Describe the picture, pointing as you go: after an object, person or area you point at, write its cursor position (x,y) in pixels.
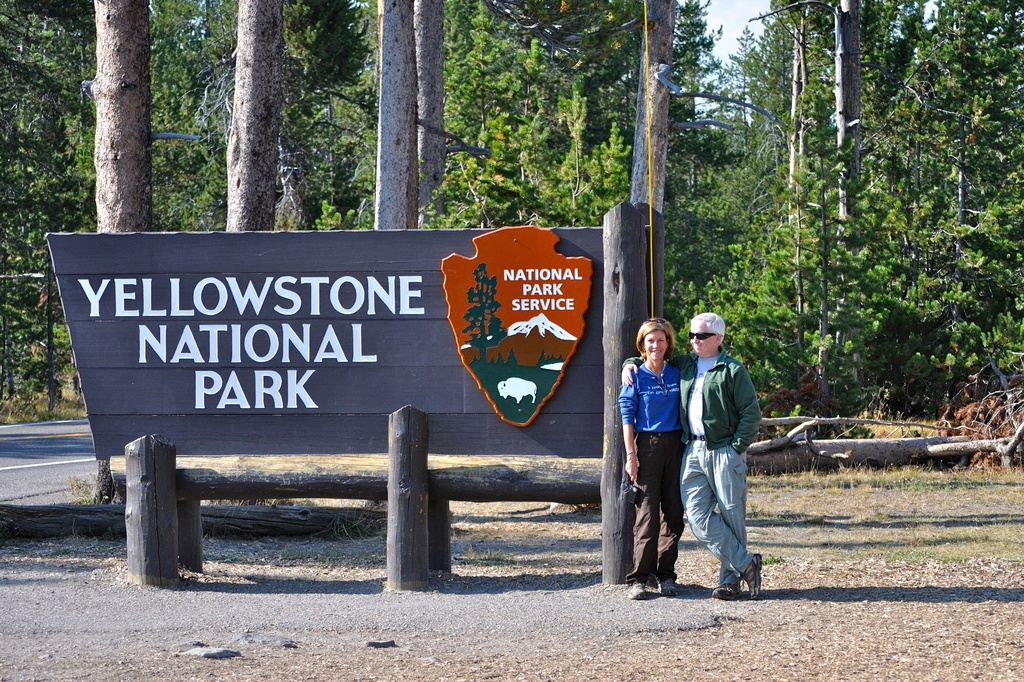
In this picture there are two people (644,415) standing and there is a board (569,432). There is text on the board (218,311). At the back (668,233) there are trees (550,190). At the top (718,18) there is sky (743,8). At the bottom (657,600) there is a road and there is ground (933,587).
